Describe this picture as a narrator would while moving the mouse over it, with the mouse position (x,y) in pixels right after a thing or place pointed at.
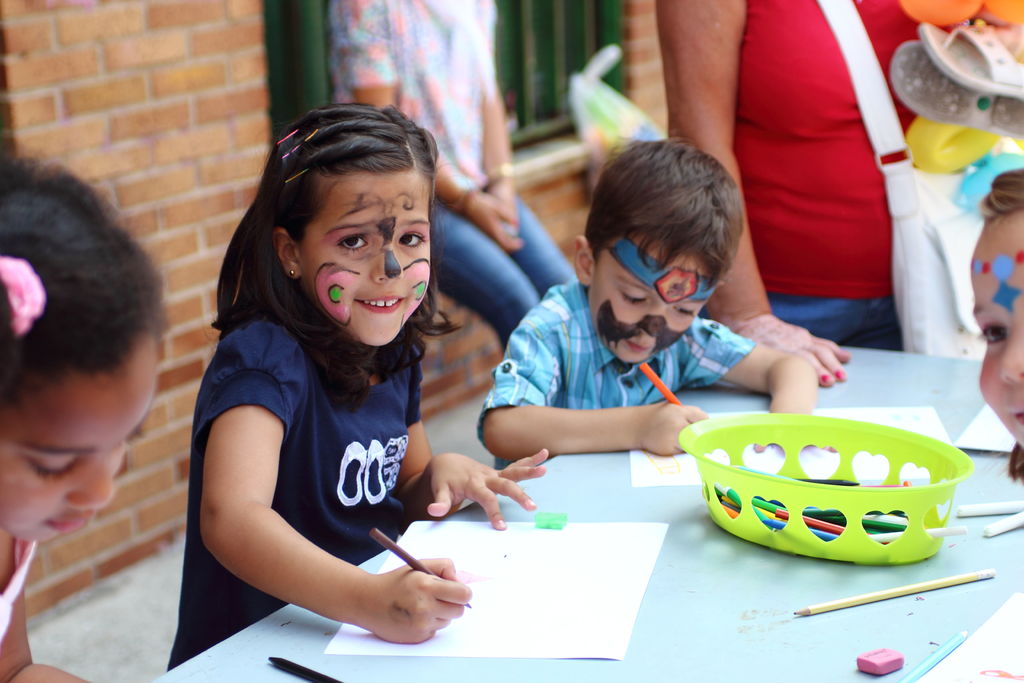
In this image there are group of people (582,299). On the left side (248,535) there are three children (393,430) who are sitting and they are holding a pencil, in front of them there is one table (752,603) and on the table (692,607) there are some papers (547,615) and crayons (838,601) and baskets (796,534) are there on the table (842,613). On the top of the right corner (795,106) there is one person (843,147) who is standing and in the middle of the image (497,235) there is one person (444,109) who is sitting. On the left corner (161,92) there is one wall (166,248).
